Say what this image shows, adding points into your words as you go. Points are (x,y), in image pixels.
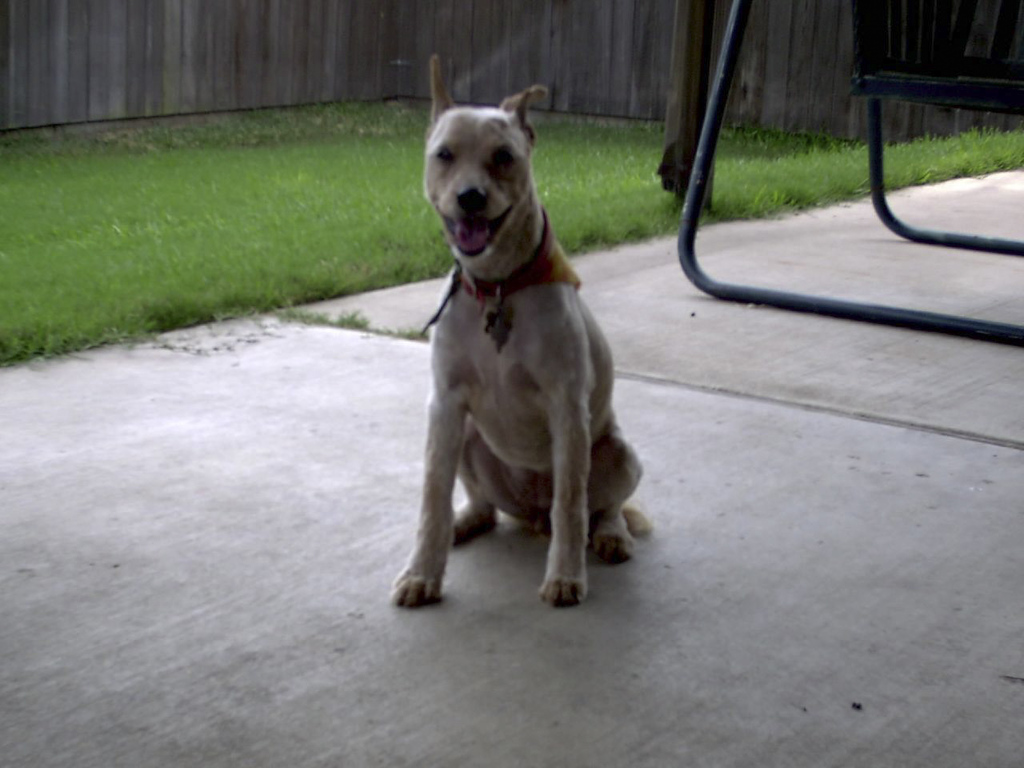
In this image, we can see a dog (438,457). We can see the ground (225,495). We can also see some grass (259,260), a pole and a metal object (877,18). We can also see the wooden wall (495,53).
